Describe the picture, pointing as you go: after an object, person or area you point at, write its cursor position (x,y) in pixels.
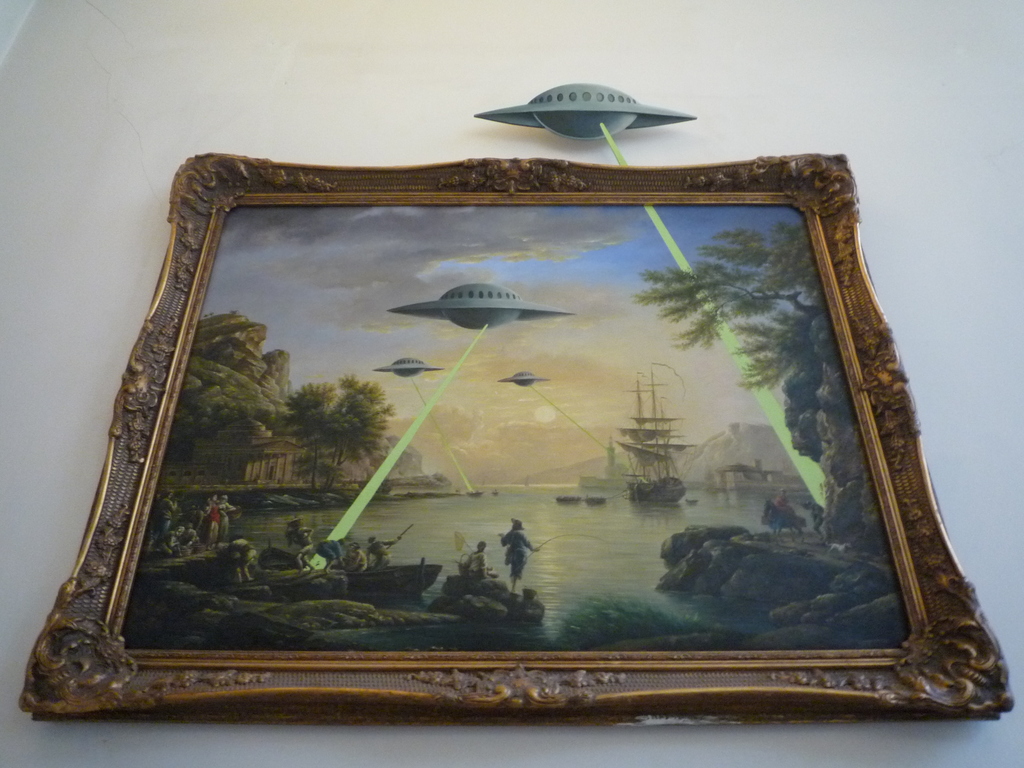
In the picture we can see a photo frame (499,696) on the wall (7,703), and in it we can see a painting (250,492) of water (519,629) and near to it, we can see some rocks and on it we can see some people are standing and fishing and in the background (638,501), we can see some boats (590,501) in the water (684,495) and in the air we can see some flying saucers (528,380) and behind it we can see a sky (510,343) with clouds (319,271).
